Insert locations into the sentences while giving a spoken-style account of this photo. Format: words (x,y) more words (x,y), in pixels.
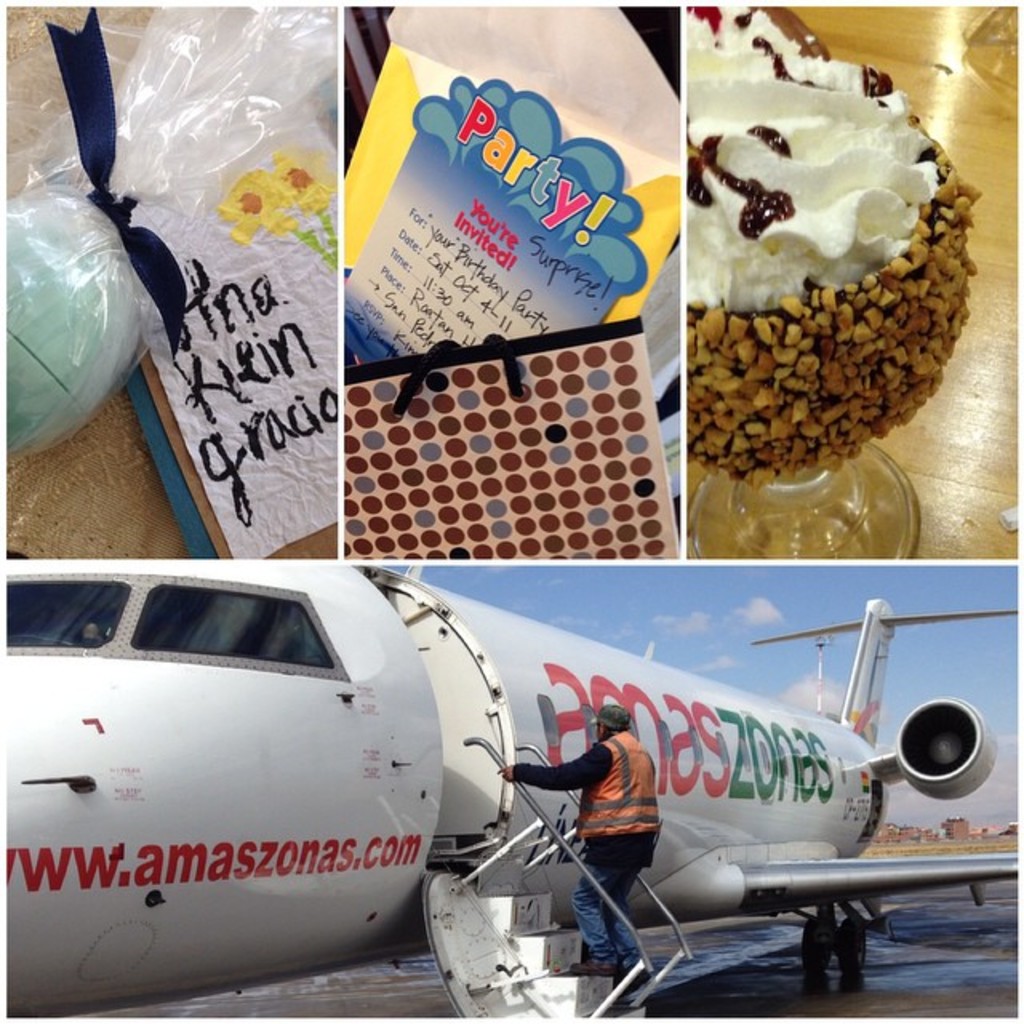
In this image we can see four pictures (268,889). In the first picture we can see an object (38,349) kept in the cover (75,170) and a card (258,449) on which some text (282,430) is written. In the second picture we can see a cover (621,203) on which we can see some text (474,263) is written is kept in the bag (574,506). In the third picture we can see a food item (778,234) kept in the glass (876,504) which is placed on the wooden table (958,452). In the fourth image we can see a person (613,746) is standing on the steps (548,937) of an airplane (342,841) which is on the ground (712,952) and in the background (945,669) we can see the sky (925,677) with clouds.
